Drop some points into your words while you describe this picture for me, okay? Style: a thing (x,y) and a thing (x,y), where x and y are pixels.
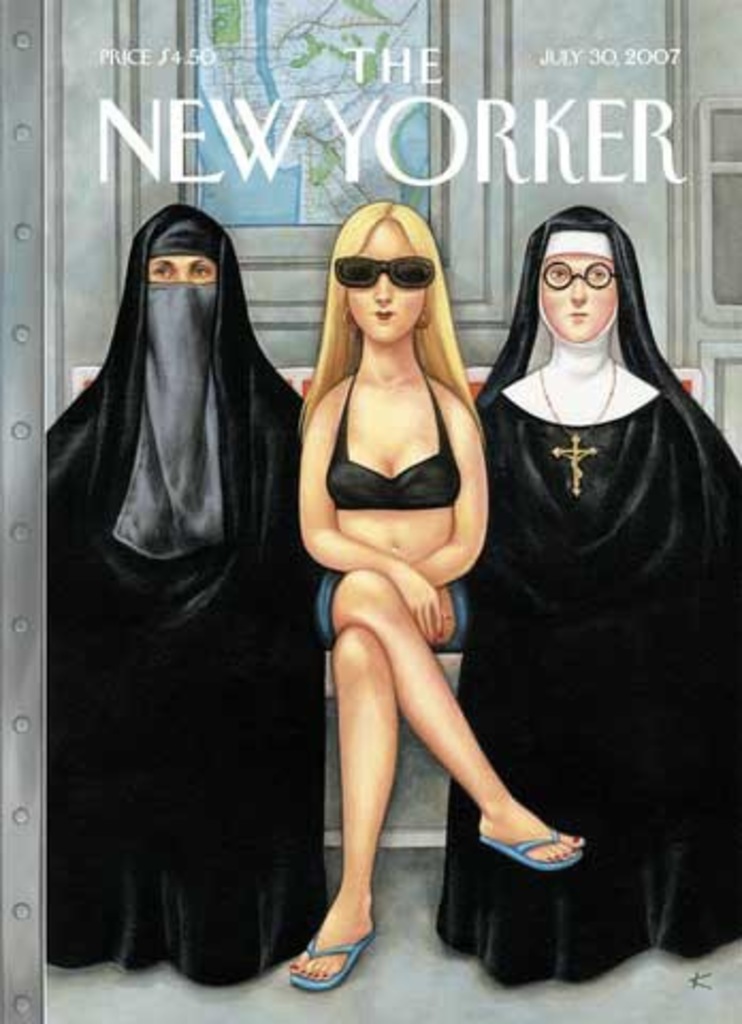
This picture consists of cartoon image and in the image I can see three women (650,472) sitting on the bench (326,662) and two woman (306,626) wearing a black color skirts (207,694) at the top of the image (666,149) I can see text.
